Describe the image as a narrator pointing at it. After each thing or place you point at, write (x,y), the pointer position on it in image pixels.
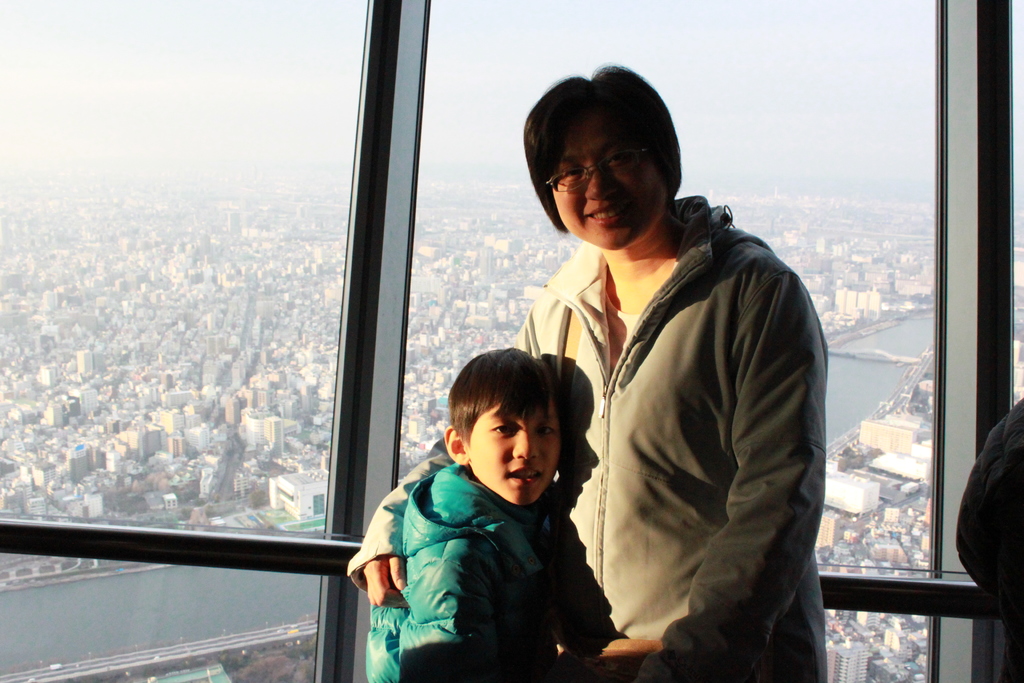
In this image I can see a boy (445,522) and a person (548,203), I can see both of them are wearing jackets (637,569). In the background (172,225) I can see number of buildings (326,451) and a river (123,611) on the right side of this image (905,351).
